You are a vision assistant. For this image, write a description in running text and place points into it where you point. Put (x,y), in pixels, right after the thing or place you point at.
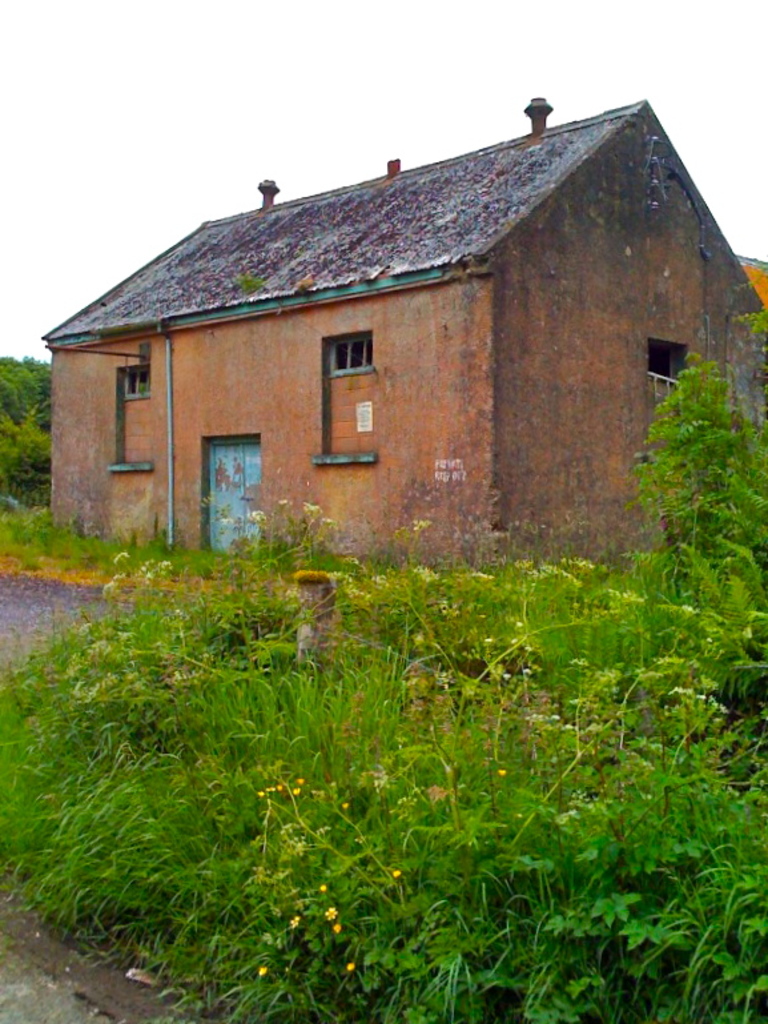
in this picture there is a house (179,427) in the center of the image (369,471) and there is a door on the left side of the image (245,538), there are plants (249,549) on the right (551,666) and left side of the image (238,604).
